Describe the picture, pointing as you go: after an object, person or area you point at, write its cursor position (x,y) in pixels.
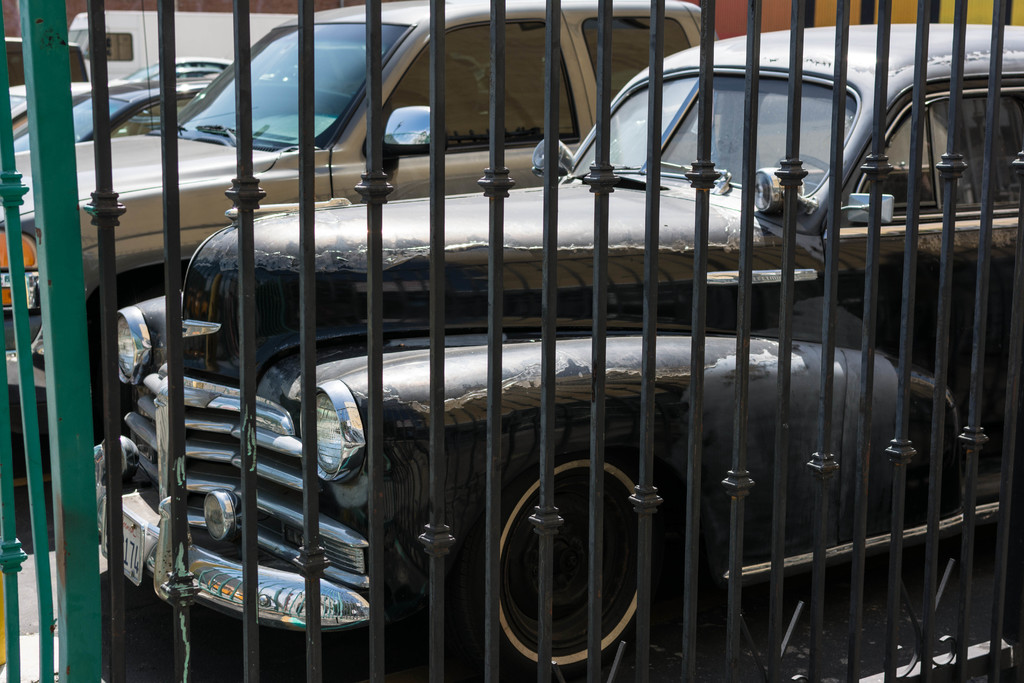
In this picture I can see few cars (626,325) and a vehicle (290,168) parked and I can see metal fence (600,277).
